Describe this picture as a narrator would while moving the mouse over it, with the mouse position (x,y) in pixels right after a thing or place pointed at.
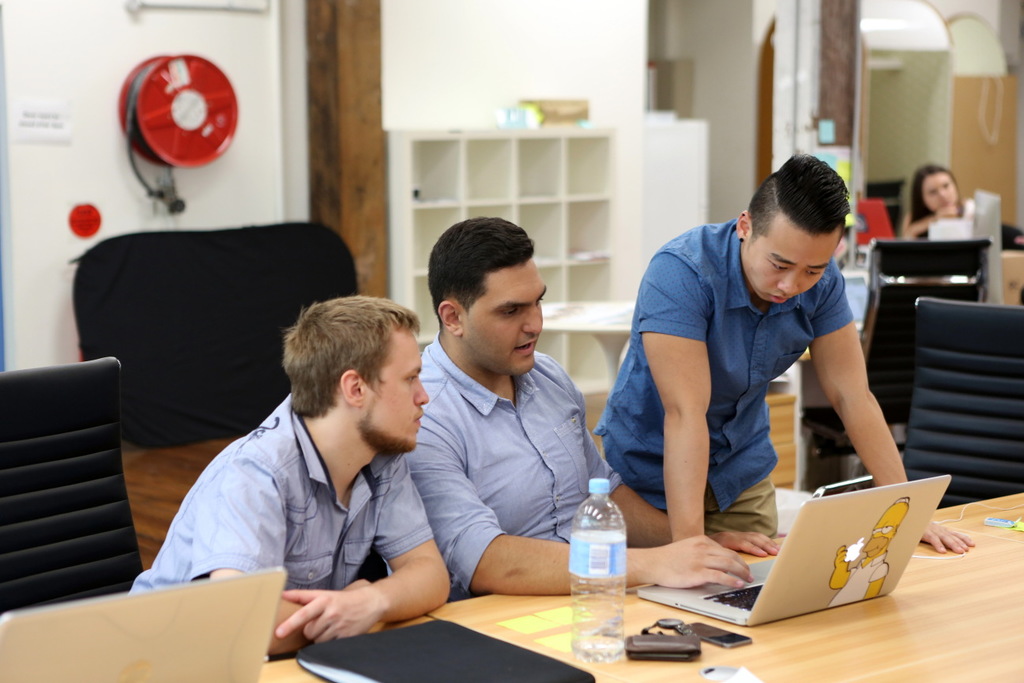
In the middle (419,408) 2 men (369,544) are sitting and looking into the laptop (817,556), beside them a man (745,371) is standing, he wore a blue color shirt (761,401), on the right side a girl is there.
